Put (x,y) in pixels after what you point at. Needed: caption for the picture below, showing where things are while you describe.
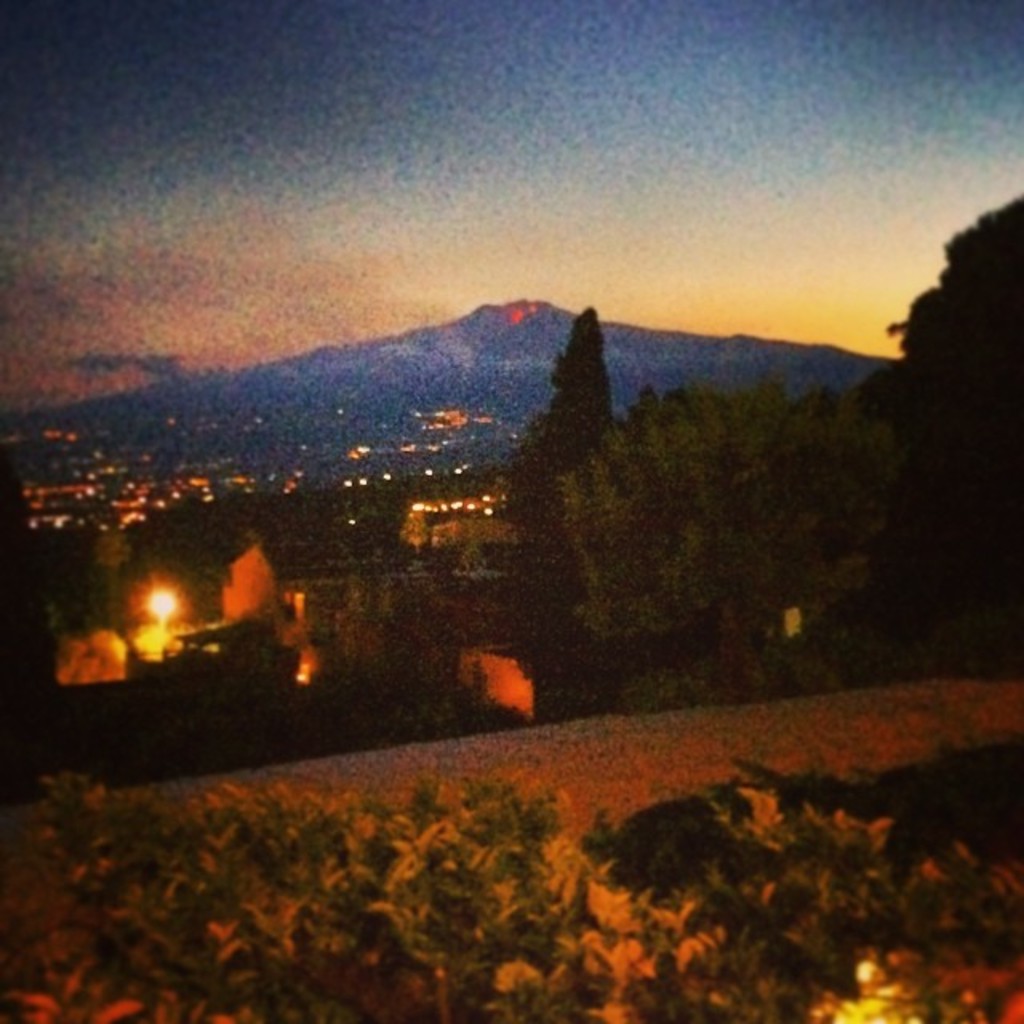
In the center of the image (499,531) there are trees (505,579) and buildings (305,625). We can see lights (155,594). At the bottom (287,928) there are plants (683,926). In the background (738,323) there is a hill (522,322) and sky (473,249).
